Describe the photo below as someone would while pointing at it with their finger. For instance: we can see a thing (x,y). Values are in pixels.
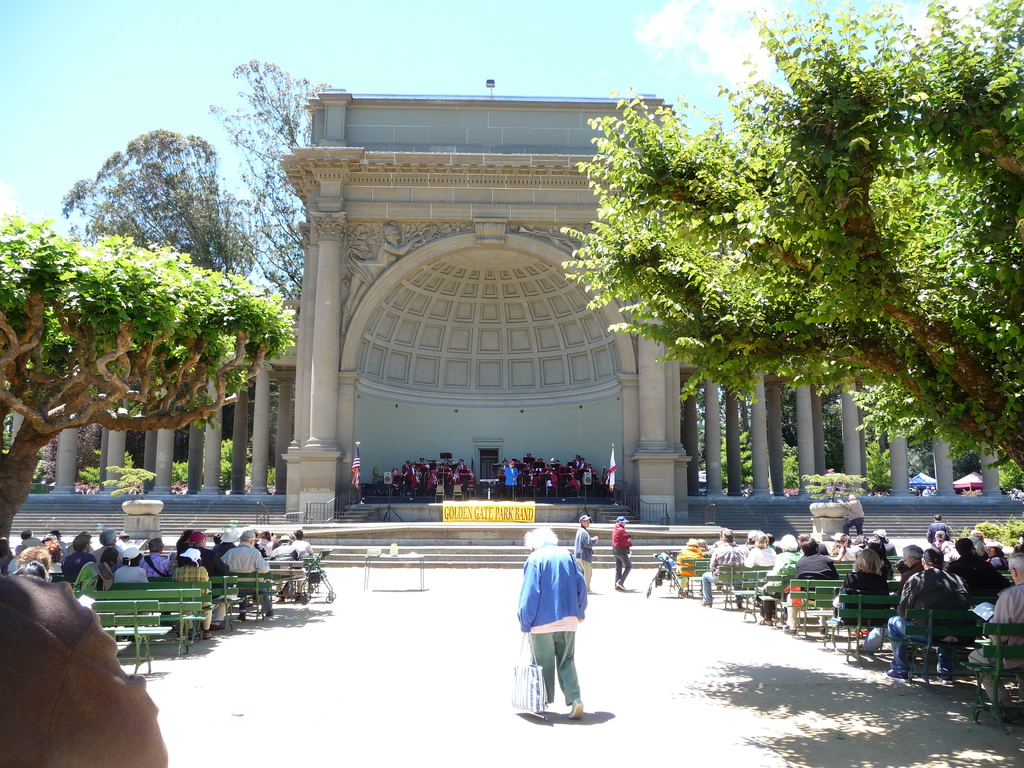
In the picture we can see a pathway (549,764) on it we can see a man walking holding a bag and two people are also walking and on the two sides of the path (554,746) we can see benches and people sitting on them and we can see trees (652,246) and in the background (312,196) we can see some historical construction (295,409) under it we can see some people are sitting on the chairs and practicing musical instruments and besides we can see pillars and behind it we can see some trees (205,200) and sky (602,64) with clouds (717,47).
